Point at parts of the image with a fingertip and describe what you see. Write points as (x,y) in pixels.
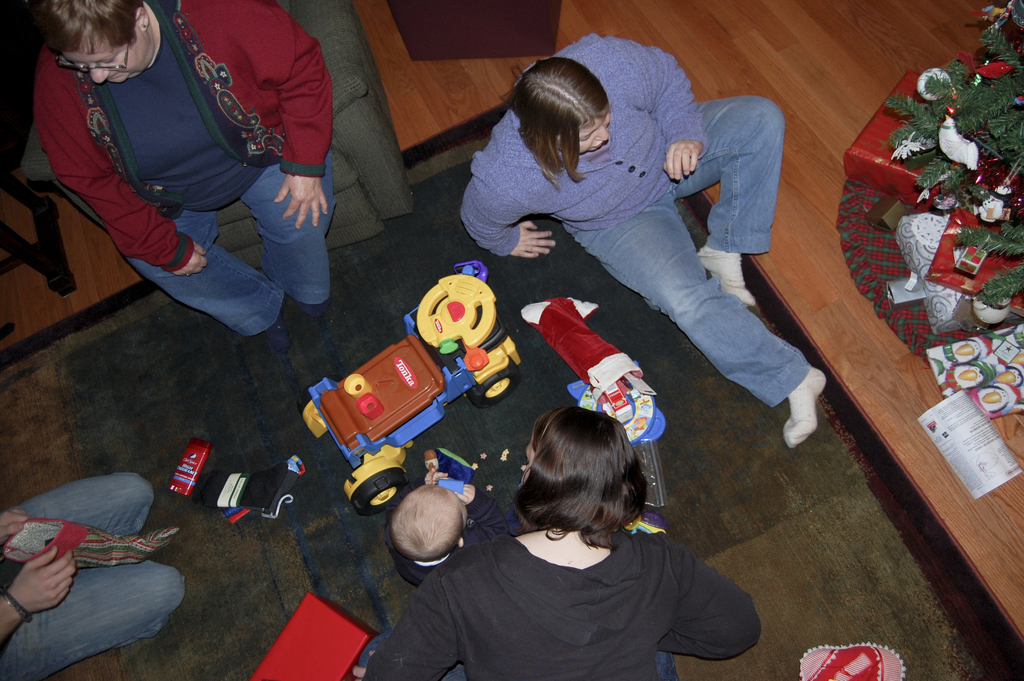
On the left side (74,592), there is a person (90,594) in jean pant (105,596), holding an object (87,526) and sitting on the knees (147,583). On the right side (685,284), there is a person (658,68) in blue color t-shirt (512,119) sitting on the floor (756,312). Beside this person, there is another person (572,575) in black color t-shirt (526,606), holding a baby (424,515) and sitting on the floor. In front of this person (597,548), there are toys (312,408) arranged on the sheet (732,460). In the background (227,119), there is a woman (291,180) sitting on the sofa (374,100), there is a Christmas tree (948,91) and there are other objects (981,393).
